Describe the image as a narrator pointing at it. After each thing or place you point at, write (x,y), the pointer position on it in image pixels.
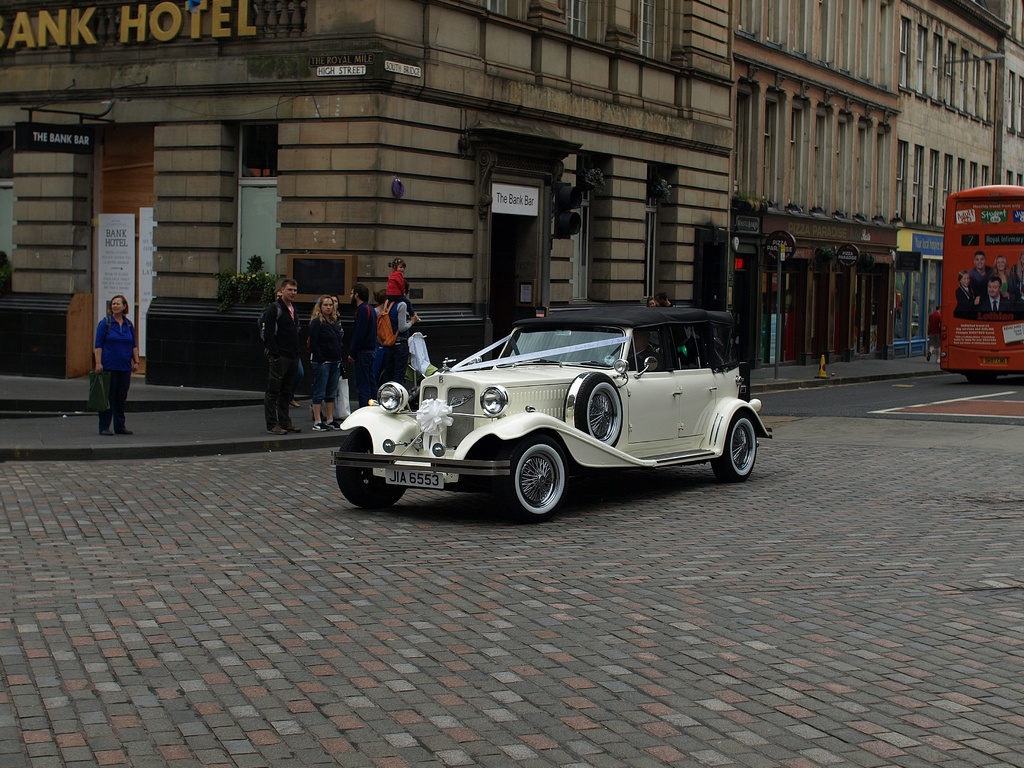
In this picture we can see a car (573,415) and a bus (974,329), there are some people (393,373) standing in the middle (359,366), in the background (250,351) there are buildings (836,78), on the left side (46,138) we can see a board (70,145) and plants (243,300), we can see traffic lights (554,235) in the middle (548,266).
